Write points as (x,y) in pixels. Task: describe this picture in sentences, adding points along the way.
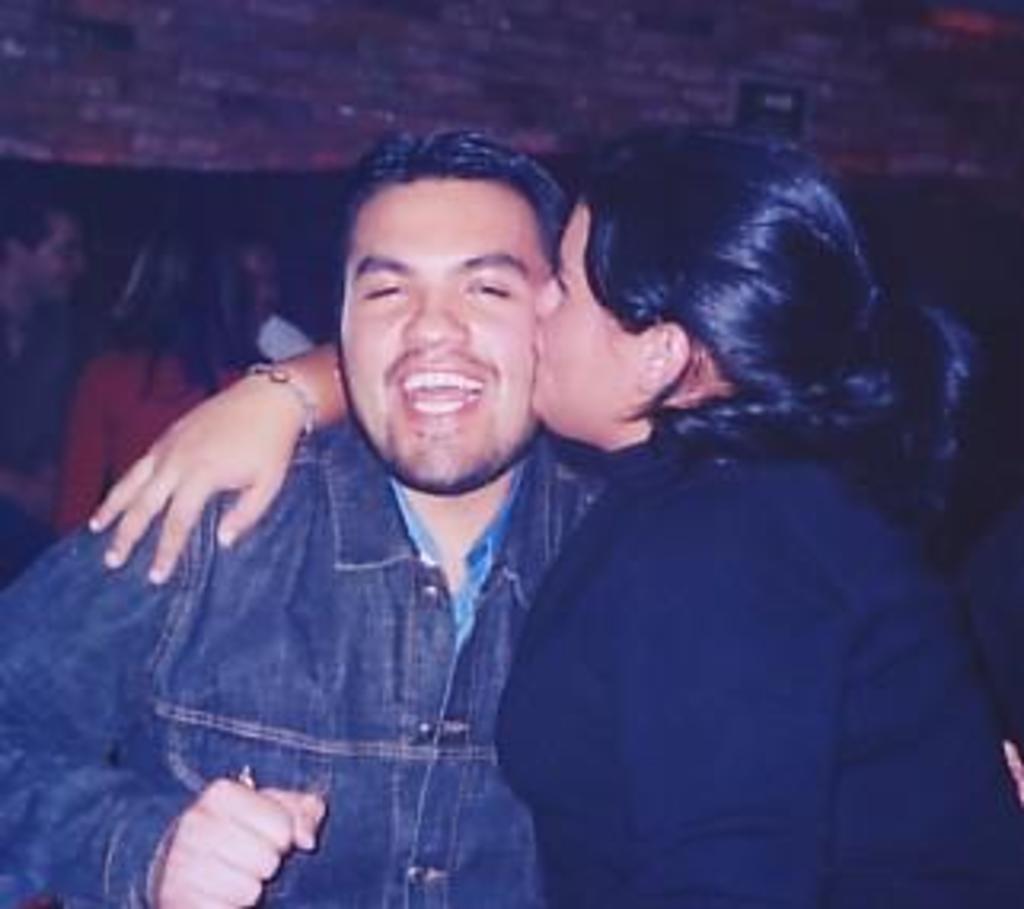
In the picture I can see a woman (733,653) wearing black dress (733,686) is kissing on the cheeks (518,358) of a man (519,345) in front of him and there are few other persons (221,306) in the background (182,249).
